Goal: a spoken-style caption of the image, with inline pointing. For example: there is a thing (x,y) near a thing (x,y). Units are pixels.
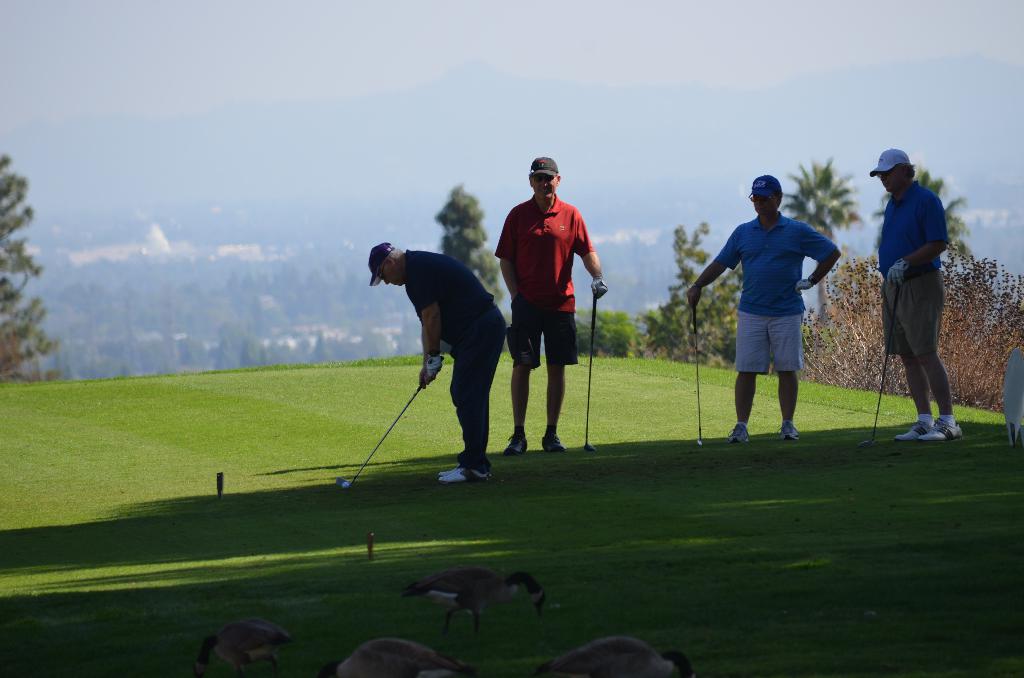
In this image I can see four persons (935,340) playing game holding sticks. The person (555,272) in the middle (552,304) wearing red color shirt (547,260), black color shorts (562,324). At the back (632,339) I can see trees (652,331) in green color, sky (257,86) in blue color.
